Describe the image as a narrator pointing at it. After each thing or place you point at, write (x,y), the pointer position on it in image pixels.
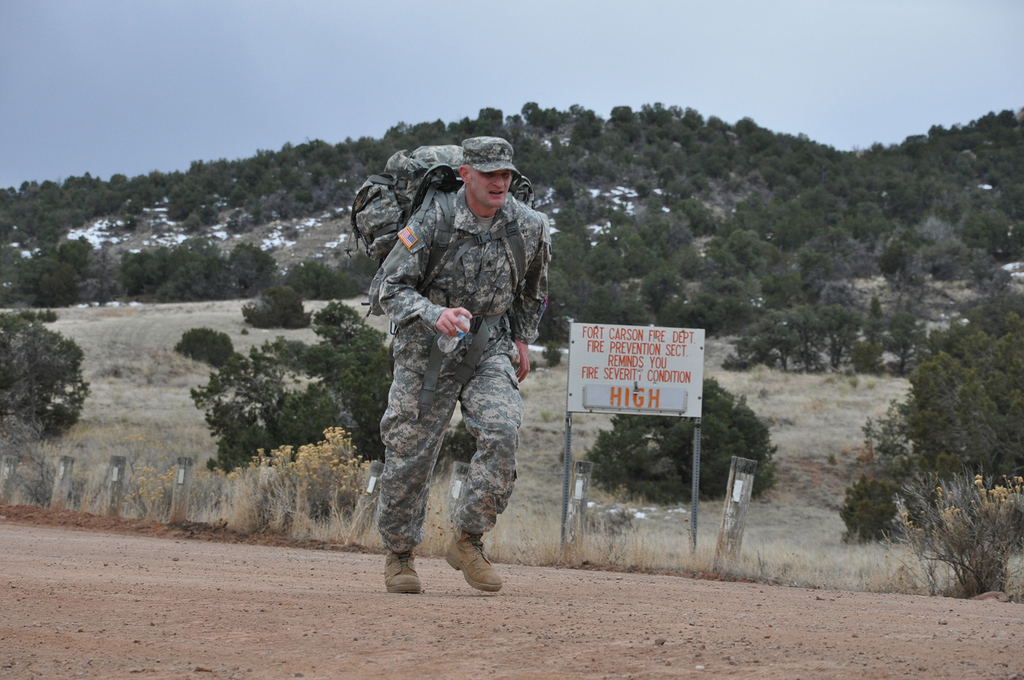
In this picture, in the middle (446,361), we can see a man (494,238) wearing a backpack (429,200) and he is also holding a water bottle (446,334) in one hand (453,331) is running with the land (600,653). In the background (668,369), we can also see some hoardings (628,376), trees (965,411), plants (23,419), rocks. On the top (722,116), we can see a sky (469,22), at the bottom (250,529) there is a land (489,600) with some stones (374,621).
